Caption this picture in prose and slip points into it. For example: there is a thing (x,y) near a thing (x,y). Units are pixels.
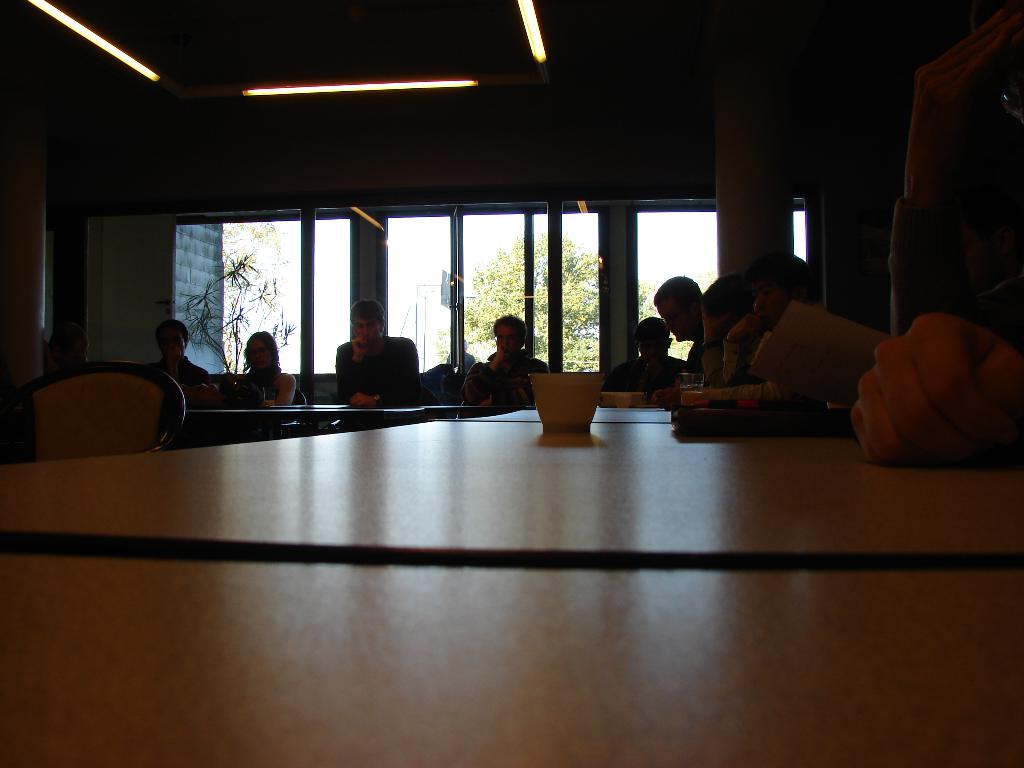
In this image there are group of persons (744,370) sitting, there are tables (621,452), there is an object (574,391) on the table (616,413), there are chairs (165,398), there are windows (330,279), there is a tree (485,291), there is the sky (401,257), there is a wall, there is roof (445,34) towards the top of the image (576,45), there are lights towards the top of the image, there are pillars (753,183).
